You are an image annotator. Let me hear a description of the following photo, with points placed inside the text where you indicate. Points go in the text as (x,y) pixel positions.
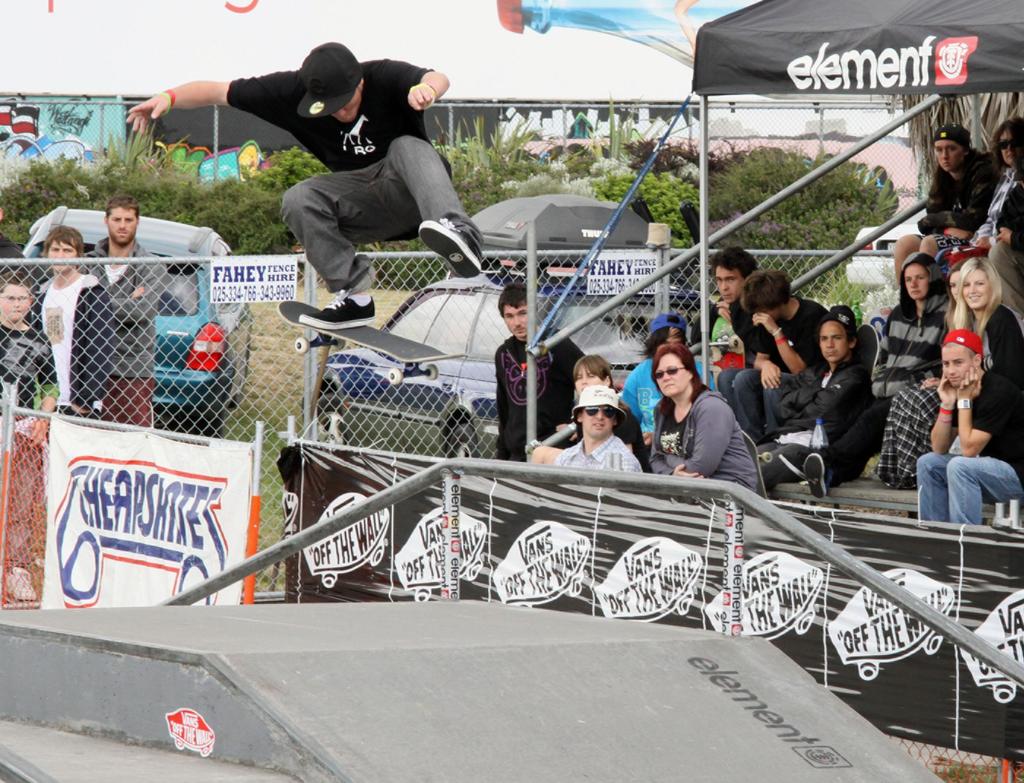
On the right side of the image (931,35) there is a tent (959,46) and we can see people (780,396) sitting. At the bottom (708,678) we can see a ramp (414,612). In the center (462,272) there is a man (389,180) jumping on the skating board (338,335). There is a mesh (80,396) and a board (120,478). In the background (121,390) there are people (114,340), cars (203,254), trees (620,194) and a shed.
